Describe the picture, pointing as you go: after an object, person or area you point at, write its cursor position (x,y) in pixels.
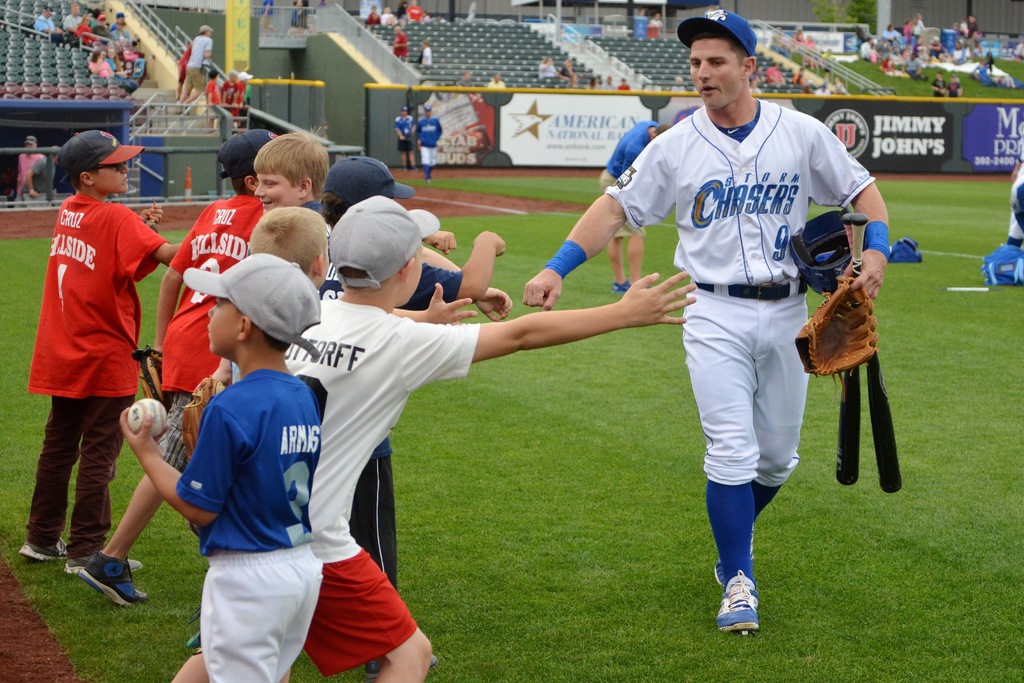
In this picture we can see some people (401,291) are standing and some people (753,203) are walking, at the bottom (528,635) there is grass (526,621), a man (753,312) on the right side (709,319) is holding baseball bats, a helmet (832,278) and a glove (825,333), a kid (268,488) in the front (217,483) is holding a ball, in the background (784,81) there are some chairs (775,90) and persons (123,34), we can see hoardings (991,120) in the middle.
